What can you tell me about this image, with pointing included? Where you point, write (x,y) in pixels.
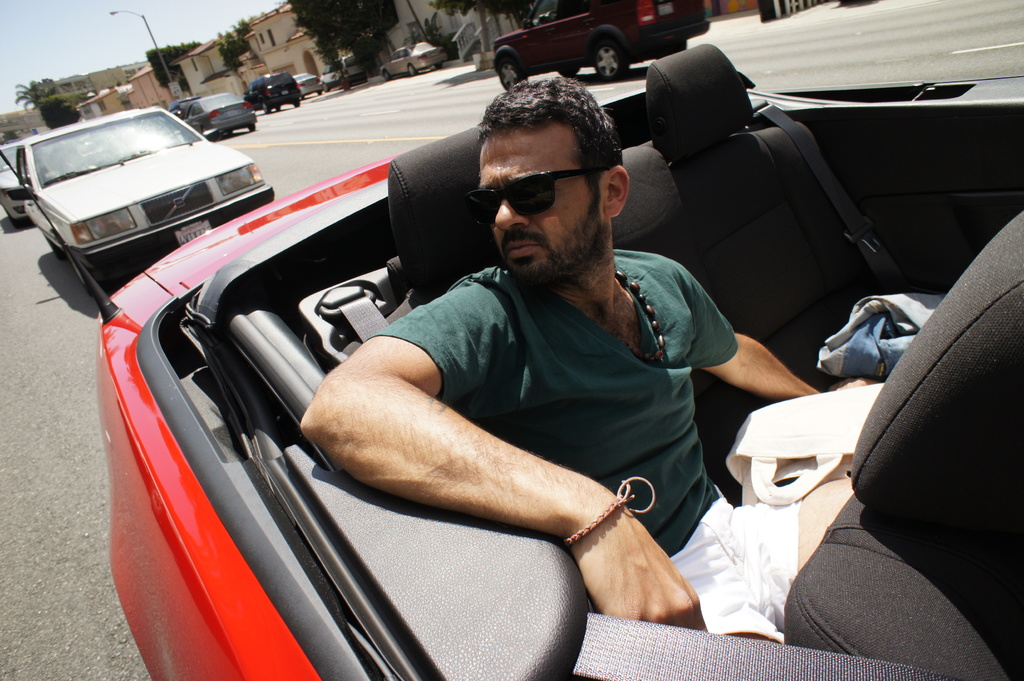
In this image i can see a man (596,319) sitting in a car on the road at the back ground (437,26) i can see tree (332,44) few other cars (225,114), pole (158,49) and sky (159,26).
